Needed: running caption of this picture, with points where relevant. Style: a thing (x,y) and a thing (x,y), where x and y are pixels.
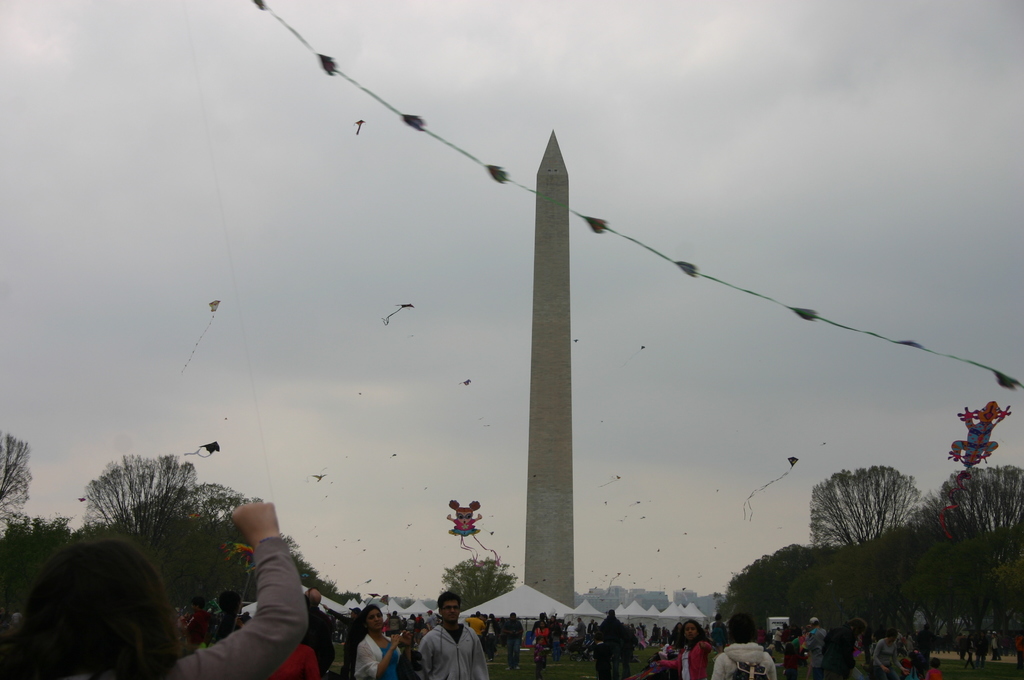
In this image we can see a pillar (543,505). There are tents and many people (786,668). Also there are trees (151,527). In the background (746,388) there is sky (335,349) and we can see many kites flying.
